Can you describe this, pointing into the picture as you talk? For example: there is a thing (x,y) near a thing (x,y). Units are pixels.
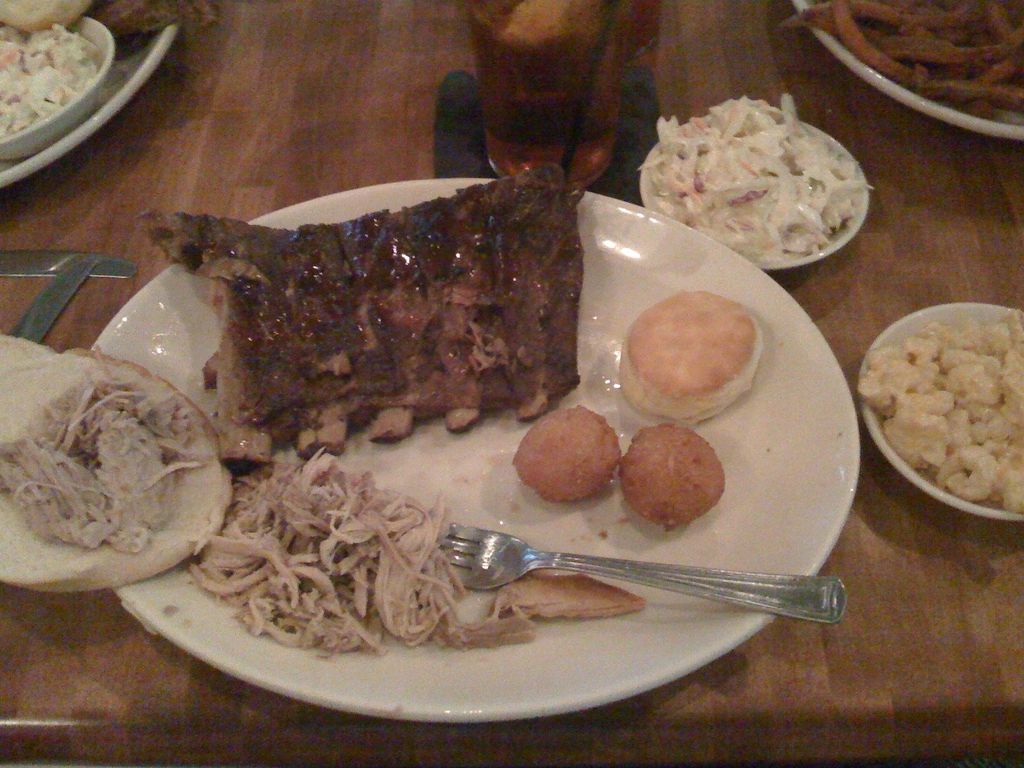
In this image there is a table (892,647) in the middle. On the table (858,602) there are plates (187,325), bowls (908,466) and a glass (581,97). On the tables (847,629) there is some food stuff (437,582). In the bowls (939,389) there are some food items (999,433). On the plate (642,625) there is a fork (494,547). On the left side (70,268) there are two knives (61,272) on the table (73,230). In the glass (512,53) there is some drink (486,72).
